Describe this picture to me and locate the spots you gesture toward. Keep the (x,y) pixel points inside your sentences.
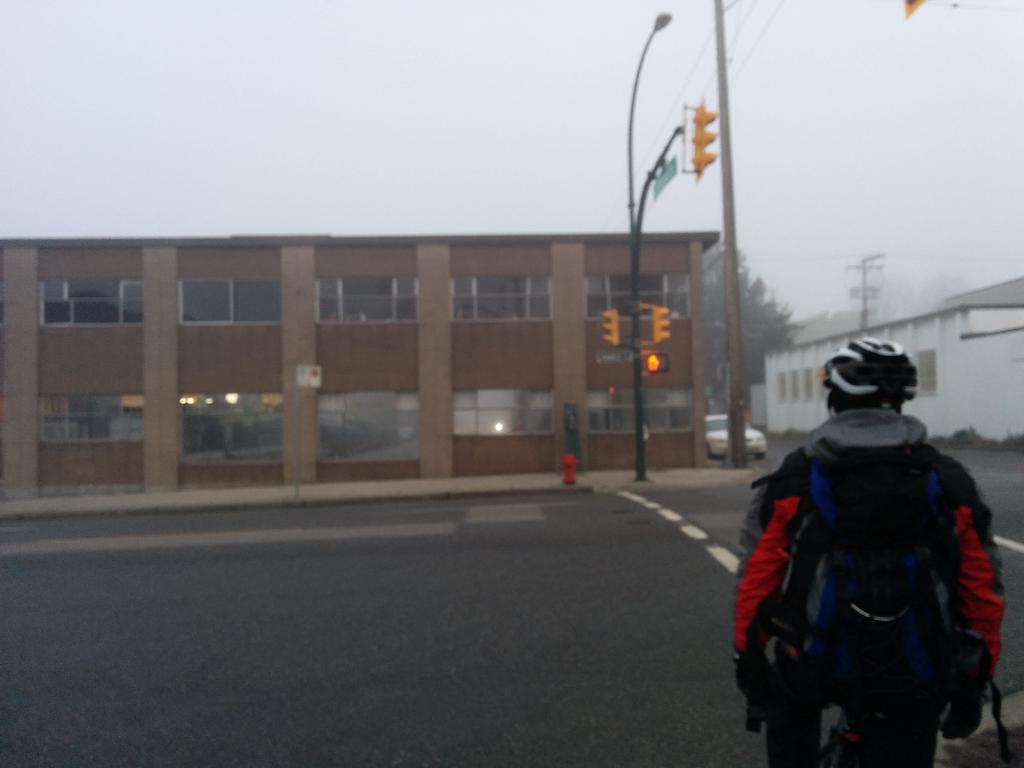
In this image, I can see a person (859,397) standing with a helmet (873,385). There are buildings (782,398), traffic lights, current pole (730,440) and a vehicle (723,425) on the road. In the background (720,357), I can see a tree (720,370) and there is the sky (481,100).
